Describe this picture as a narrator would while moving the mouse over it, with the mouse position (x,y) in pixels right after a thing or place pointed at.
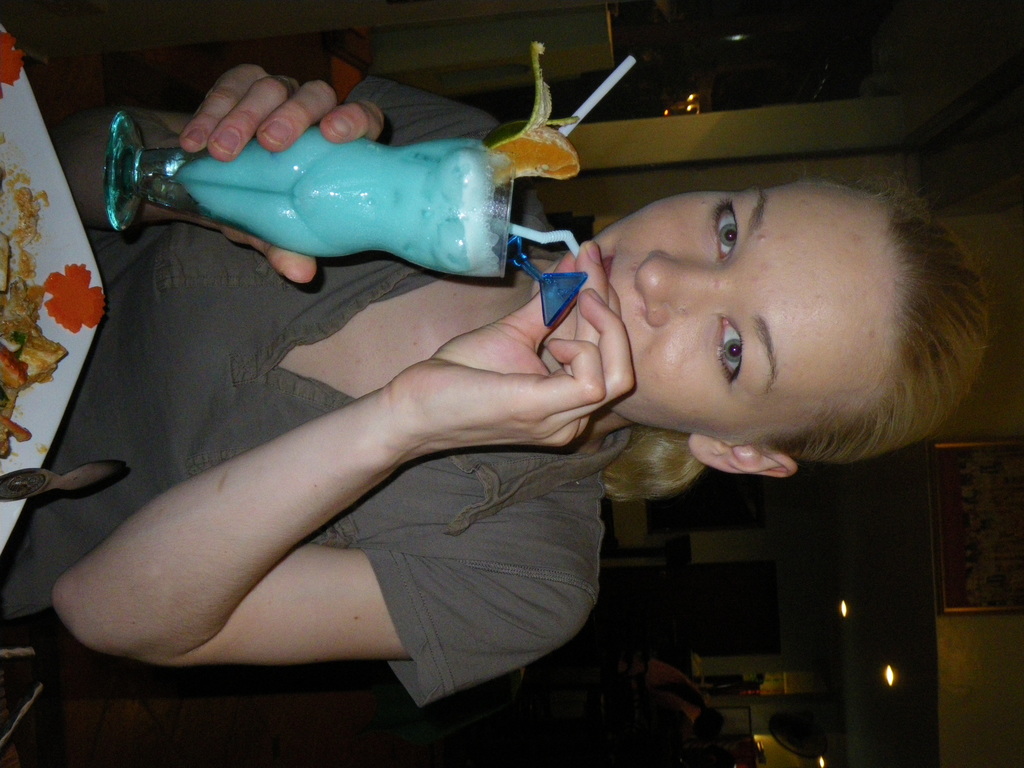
In this image we can see a lady (530,293) is holding a glass (314,216) and drinking juice (369,200) from it, she is wearing grey color top (179,393). In front of her one food dish (25,249) is there with spoon (66,474).
